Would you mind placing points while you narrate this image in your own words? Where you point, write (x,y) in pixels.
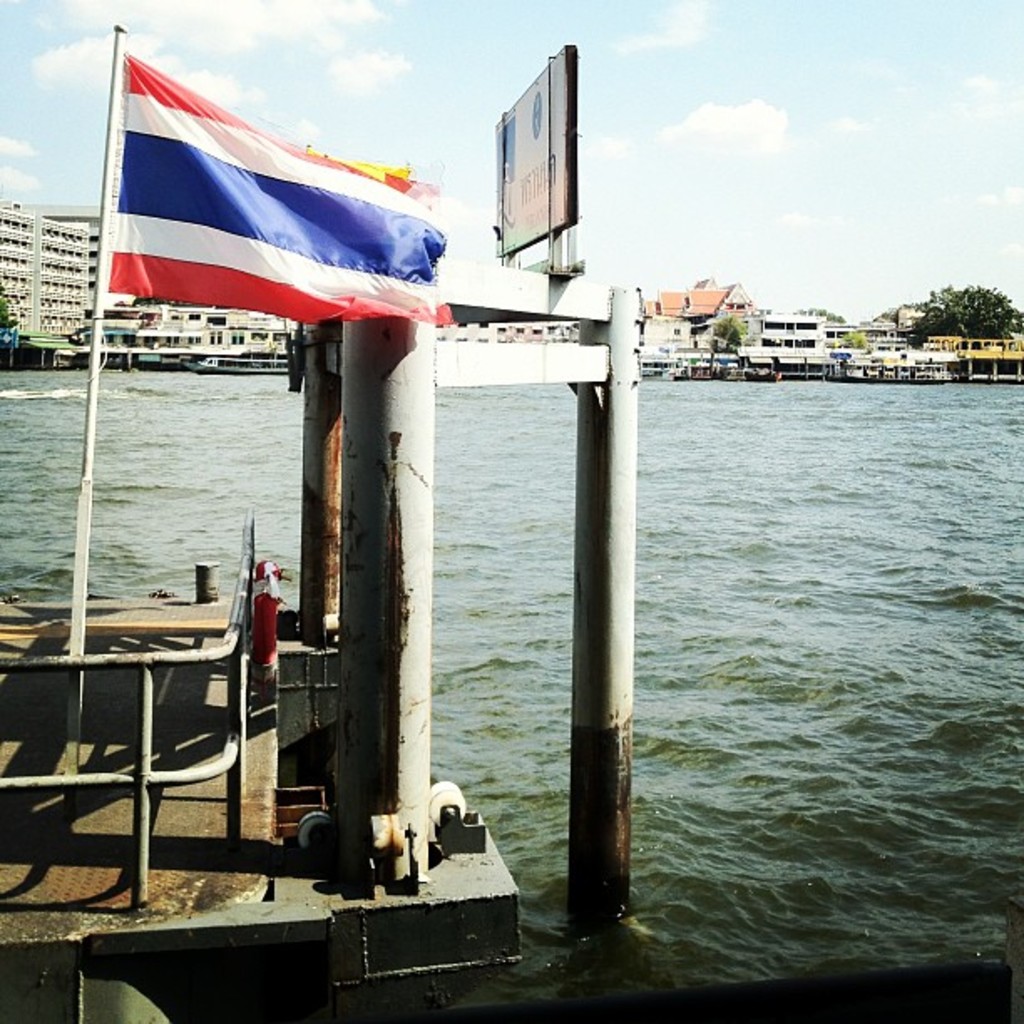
In the foreground of the image (248,636) we can see group of poles (353,712), metal railing (235,743), flag (187,206) on pole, fire extinguisher (275,590). In the background (891,340), we can see group of buildings (762,340) with windows (44,282), trees (945,323) and the sky (790,157).
